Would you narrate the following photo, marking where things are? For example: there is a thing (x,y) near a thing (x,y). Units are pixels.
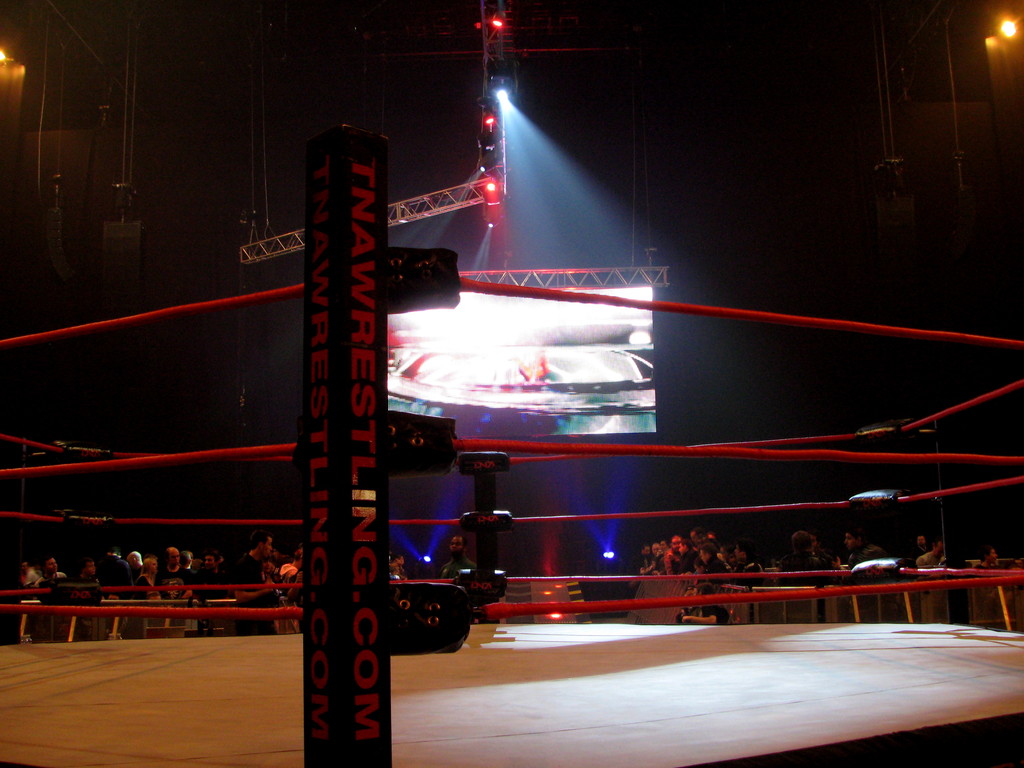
In this image there is a wrestling ring (530,667) truncated towards the bottom of the image (676,704), there are ropes (99,322) truncated, there are group of persons (804,532), there is a screen (574,375), there are lights (504,97), there is light (5,61) truncated towards the left of the image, there are objects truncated towards the top of the image (133,97), the background of the image (786,226) is dark.
